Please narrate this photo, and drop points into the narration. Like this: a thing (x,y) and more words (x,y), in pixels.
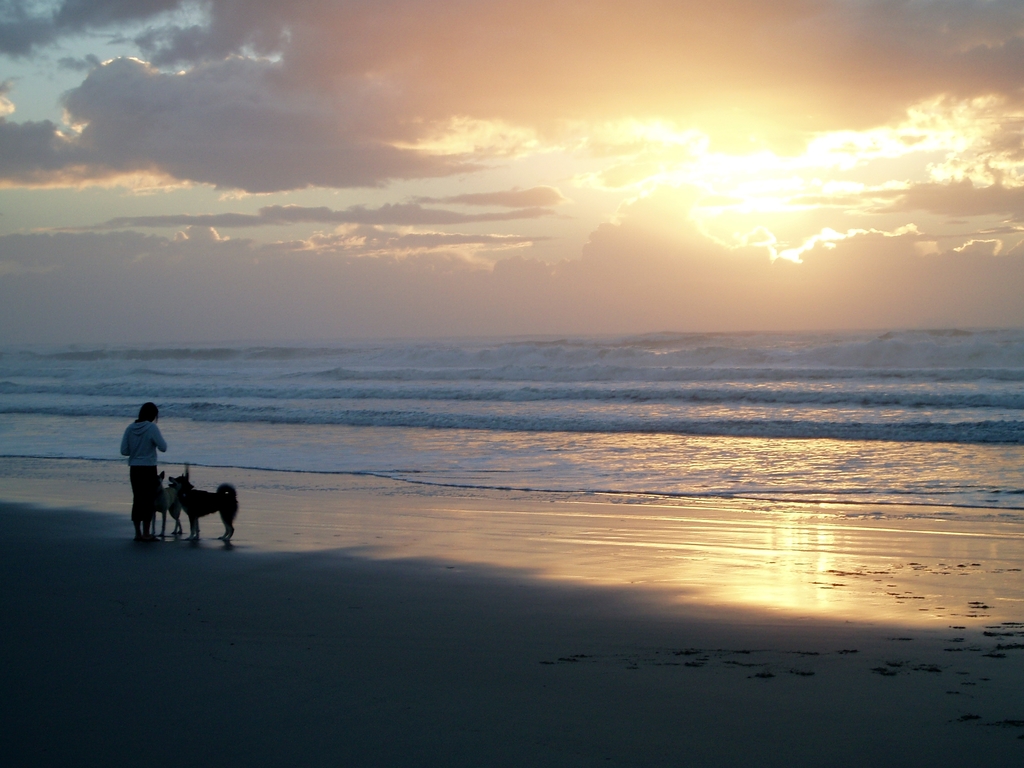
In this image there is a person (135,440) standing in front of a seashore (487,560) and there are two dogs (180,494) with that person (157,489), in the background (244,366) there is a sea (511,344) and a beautiful sunrise (676,305) in the sky (625,298).
